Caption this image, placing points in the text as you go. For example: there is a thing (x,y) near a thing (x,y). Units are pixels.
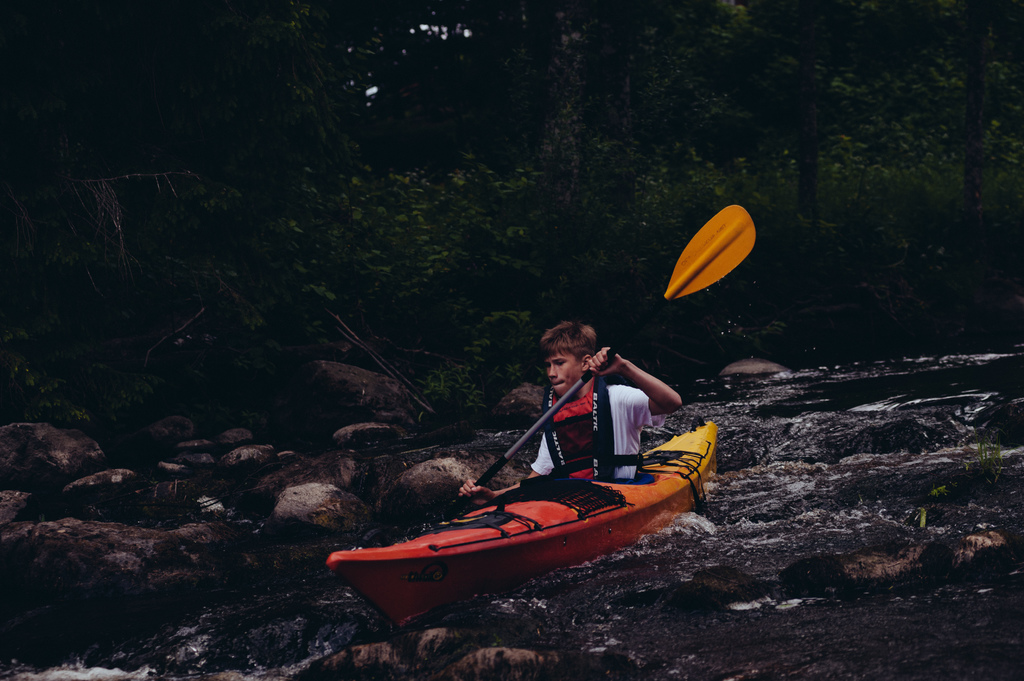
In this image I can see a boat (692,463) which is in yellow and red color. The person (593,392) is holding paddle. I can see water (249,637), few stones (294,493) and trees (411,221).
